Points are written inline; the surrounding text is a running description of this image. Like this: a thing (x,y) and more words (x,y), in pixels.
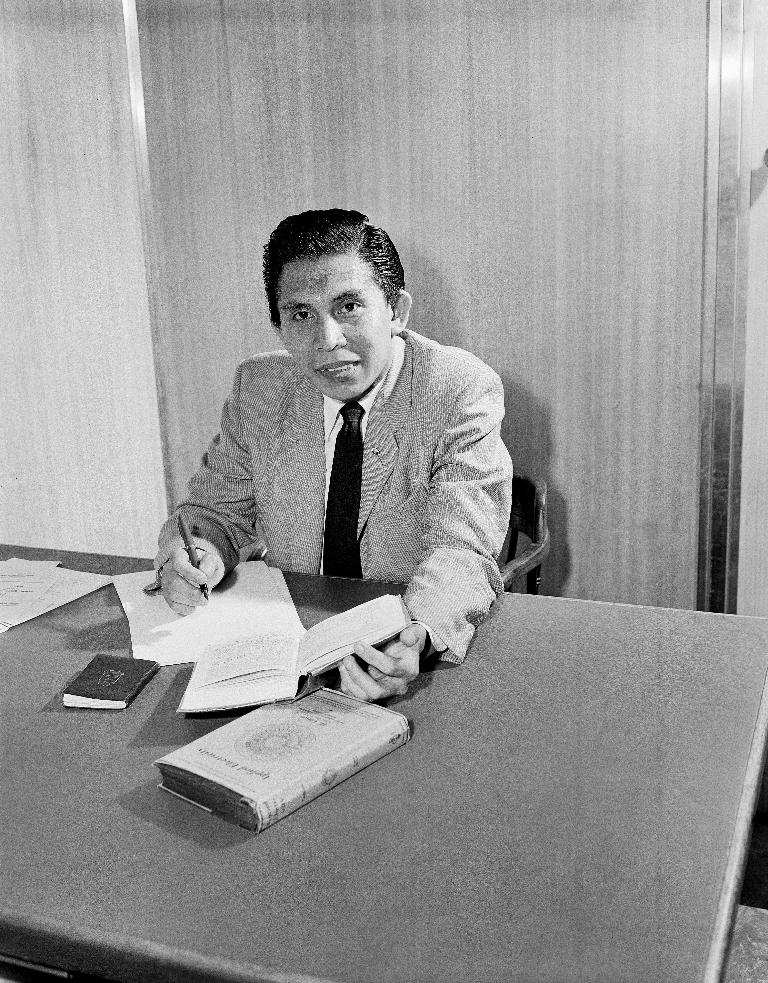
a person (404,515) is sitting on the chair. in front of him there is a table (379,872) on which there are books (242,651) and papers (219,618).
